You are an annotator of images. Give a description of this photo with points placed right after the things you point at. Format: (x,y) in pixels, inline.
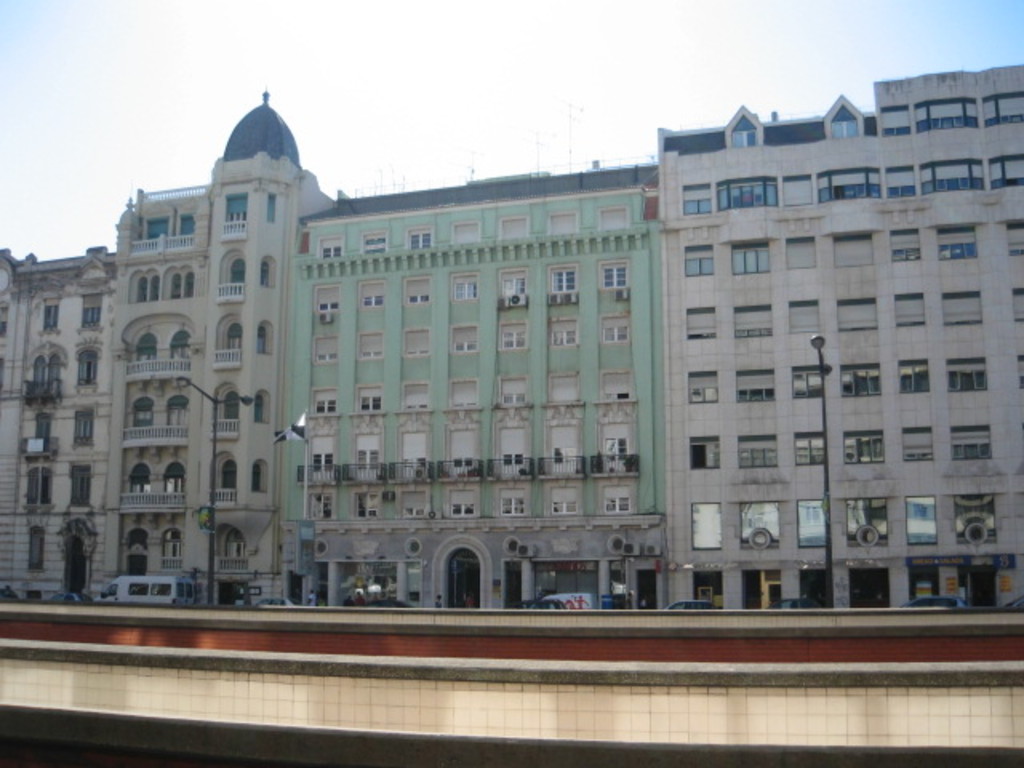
This picture shows buildings (561,363) and we see few pole lights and few vehicles (123,585) and a blue cloudy sky (749,76).
